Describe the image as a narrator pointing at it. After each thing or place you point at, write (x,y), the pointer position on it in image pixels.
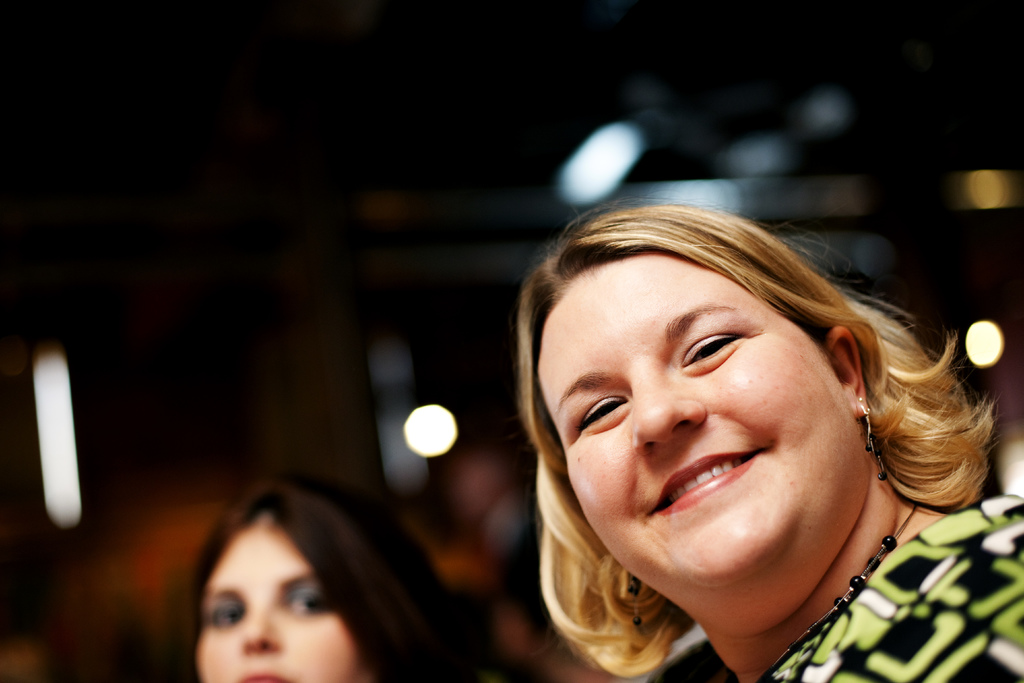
In this image in front (822,434) there is a person (714,479) wearing a smile (671,493) on her face (693,477). Beside her there is another person (261,590). In the background of the image (577,195) there are lights (612,167).
